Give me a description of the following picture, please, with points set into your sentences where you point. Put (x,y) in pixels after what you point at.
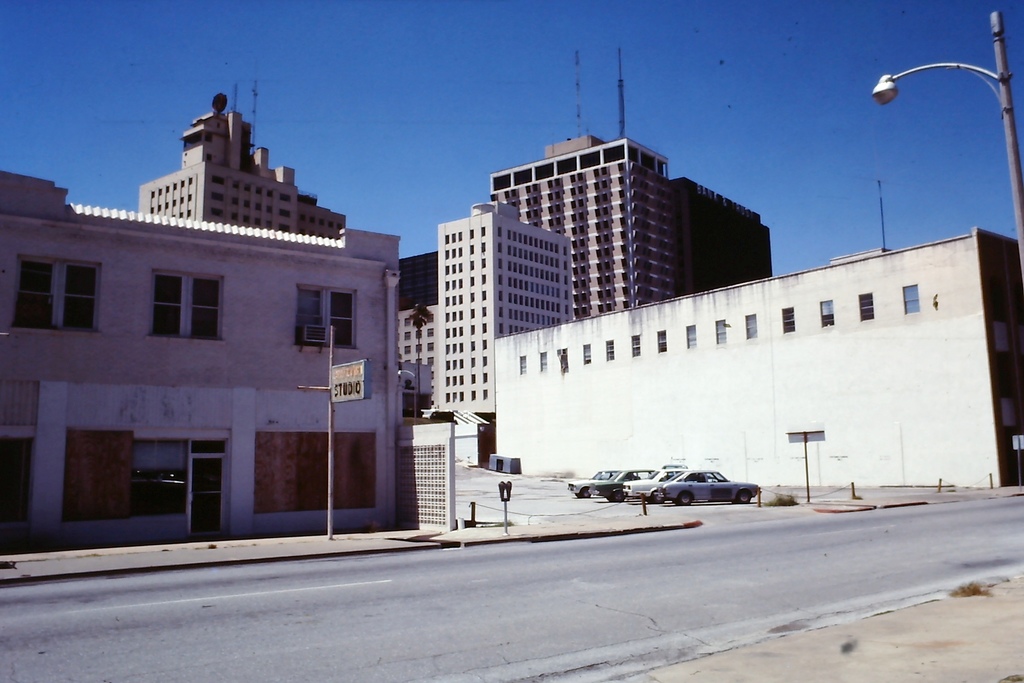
In this picture there is a building (148,351) with white window (170,503). On the right side (699,490) there are four cars (592,478) parked in the parking area (624,504). Behind there is a white color big wall (700,365) with windows (661,348). In the background (640,201) there is a tall buildings (626,252). In the front (630,608) bottom side there is a street (848,583).
